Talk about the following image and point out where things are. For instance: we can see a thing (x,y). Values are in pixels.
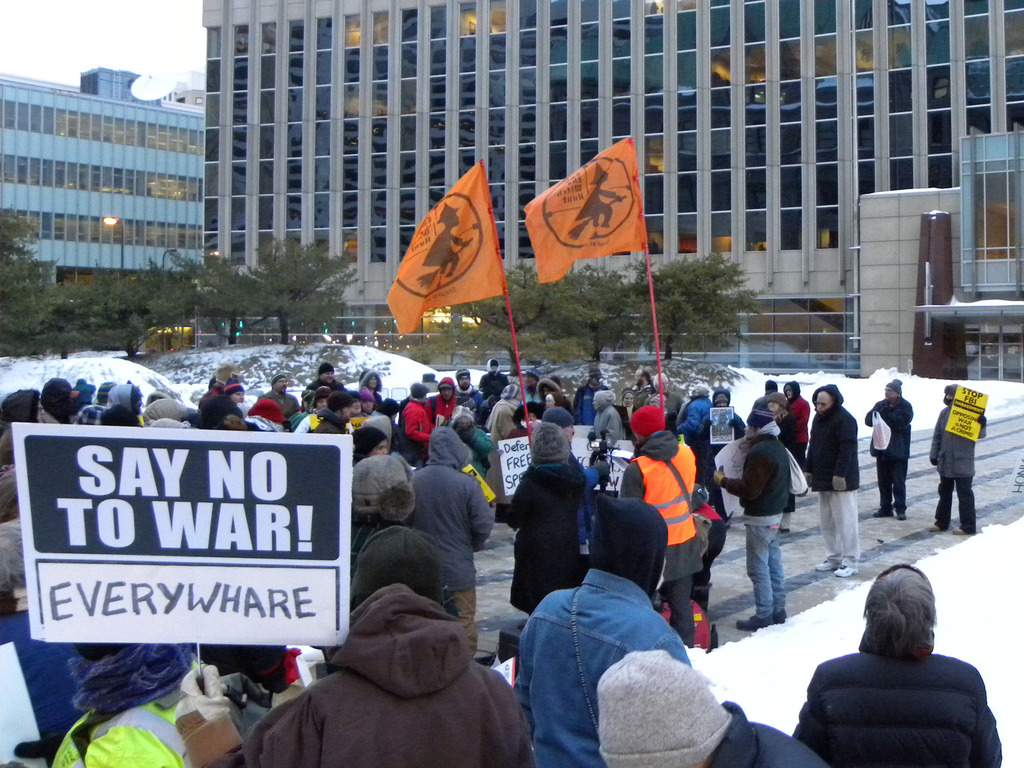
On the bottom (570,677) there is a man (647,586) who is wearing blue jacket (595,606) and cap (620,498). He is standing near to the man (436,635) who is wearing hoodie (415,655) and cap (414,559). He is also holding a sign board (148,565). Here we can see two persons (685,456) are holding this orange color flag (553,234). Here we can see group of person (470,398) standing on the road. On the right (953,464) we can see person (951,483) who is holding yellow color poster (973,400) and standing near to the snow (987,561). In the back (359,77) we can see trees (282,337) and building (801,325). On the top left corner (112,26) there is a sky (93,15).
